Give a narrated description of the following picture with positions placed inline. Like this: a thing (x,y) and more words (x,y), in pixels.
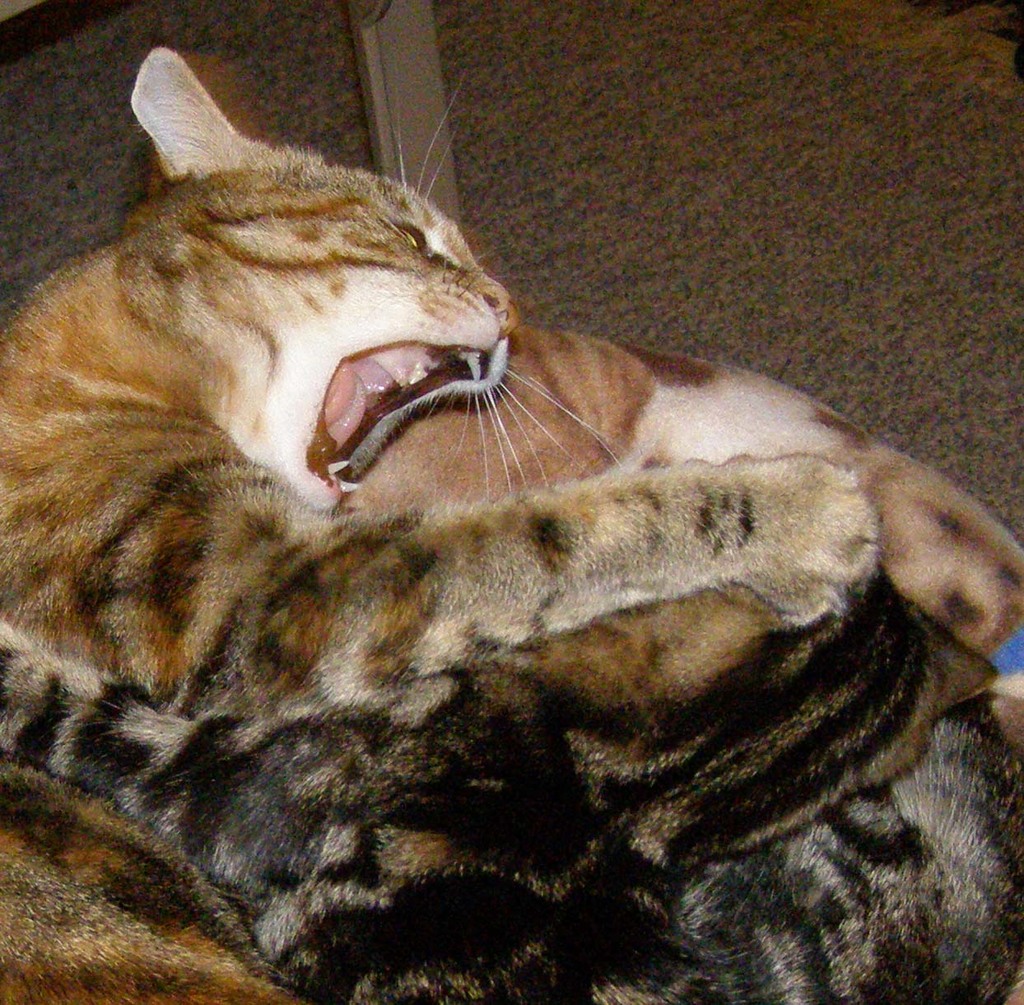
In this picture, it seems like a cat (481,405) on another cat (685,659) in the foreground (337,445).
